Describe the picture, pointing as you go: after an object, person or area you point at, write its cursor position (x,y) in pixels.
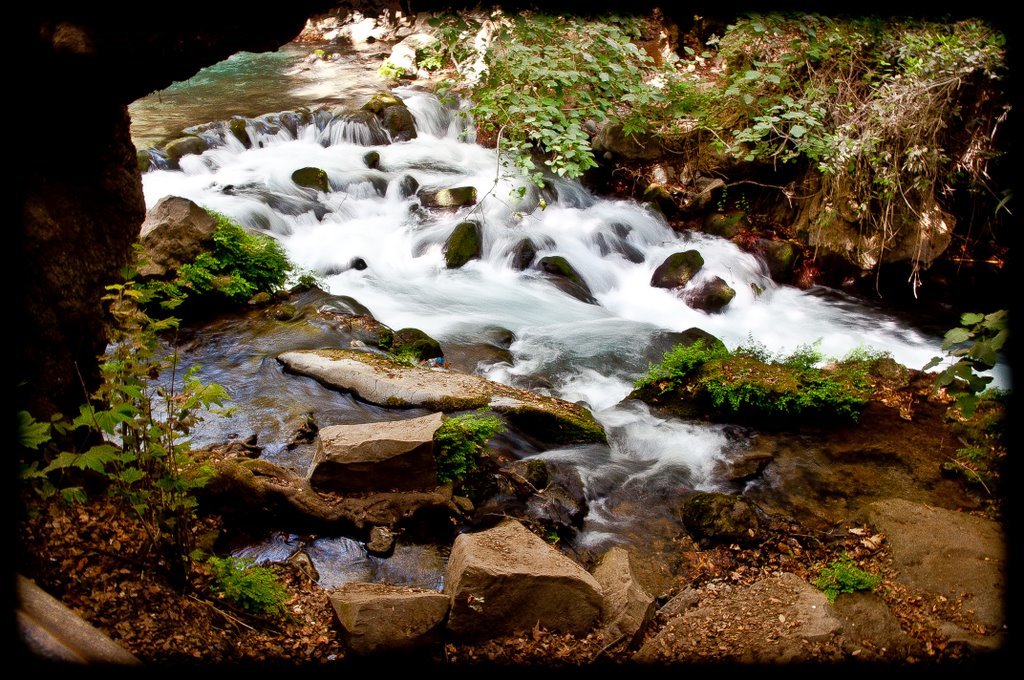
In this picture we can see grass (447,416), water (268,412), plants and rocks (724,235).
